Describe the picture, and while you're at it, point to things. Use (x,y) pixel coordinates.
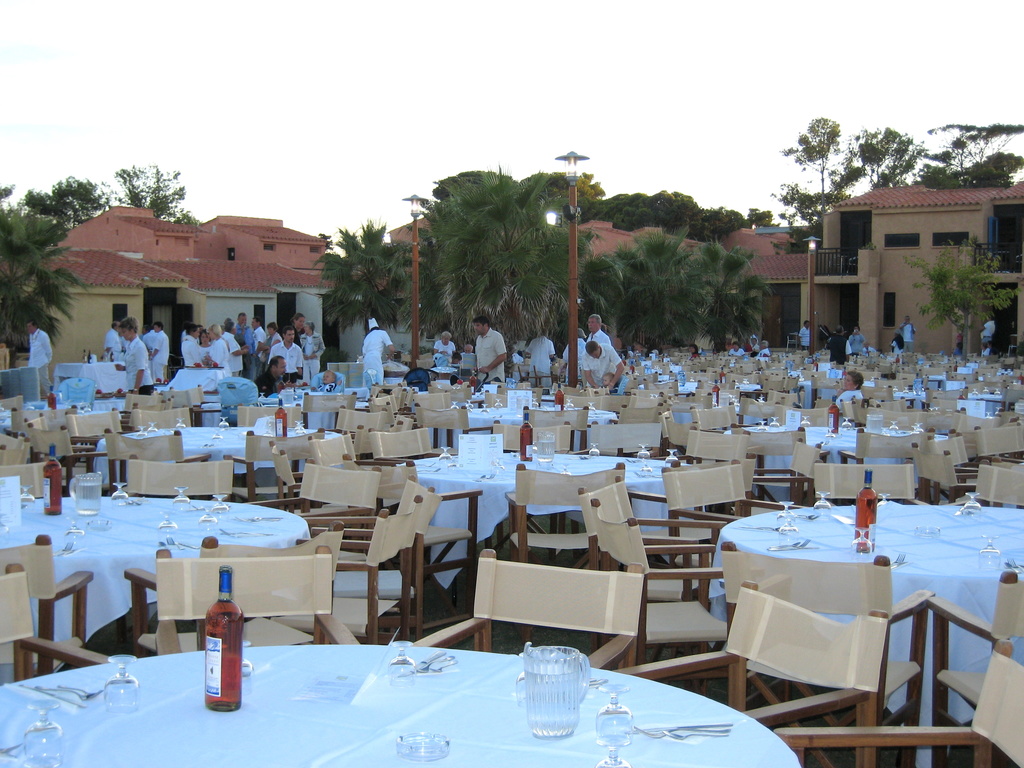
In this picture we can see a group of people (862,340) some are sitting on chairs (328,408) and some are standing and in front of them on table (173,515) we have glasses (183,499), bottle (46,490), jar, spoons (641,735), fork (655,730) and in background (878,239) we can see houses (846,272) with windows (861,232), balcony (828,265), trees (589,266), pole (575,240), light (412,214), sky (379,124).
